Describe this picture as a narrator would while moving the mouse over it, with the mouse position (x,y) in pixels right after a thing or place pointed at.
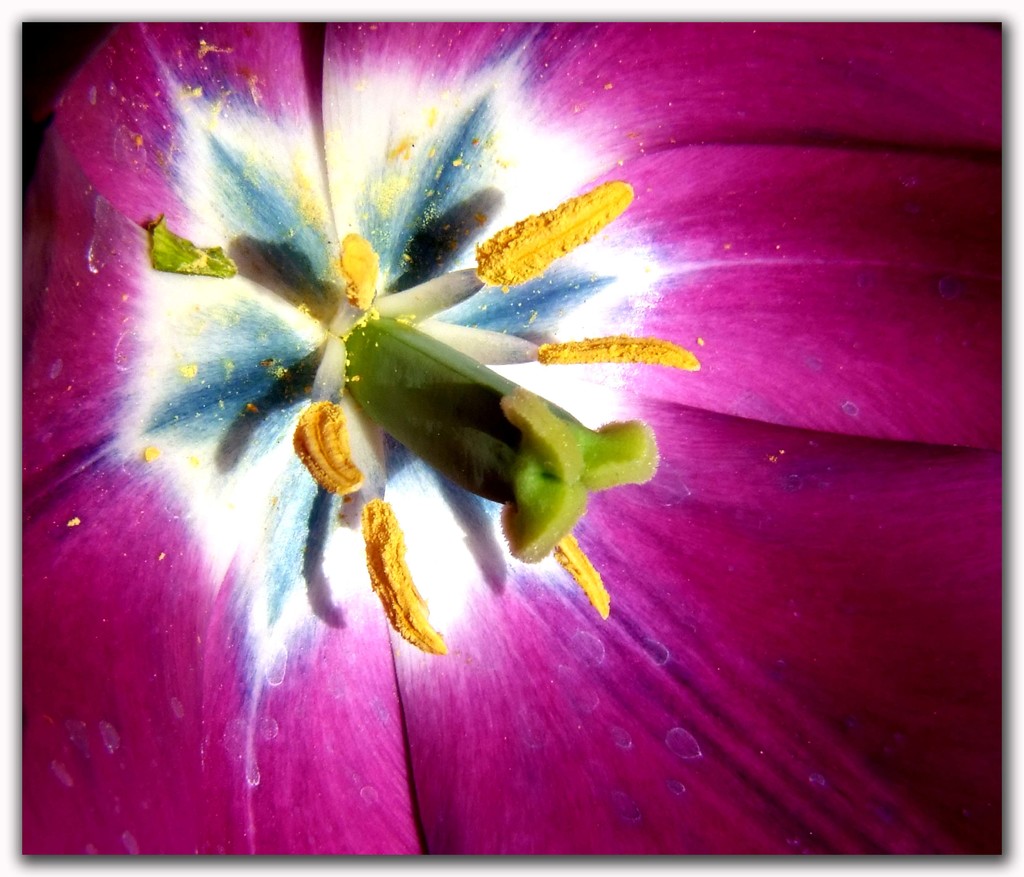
In this picture we can see a flower (479,717), there are pollen grains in the middle (603,364).
